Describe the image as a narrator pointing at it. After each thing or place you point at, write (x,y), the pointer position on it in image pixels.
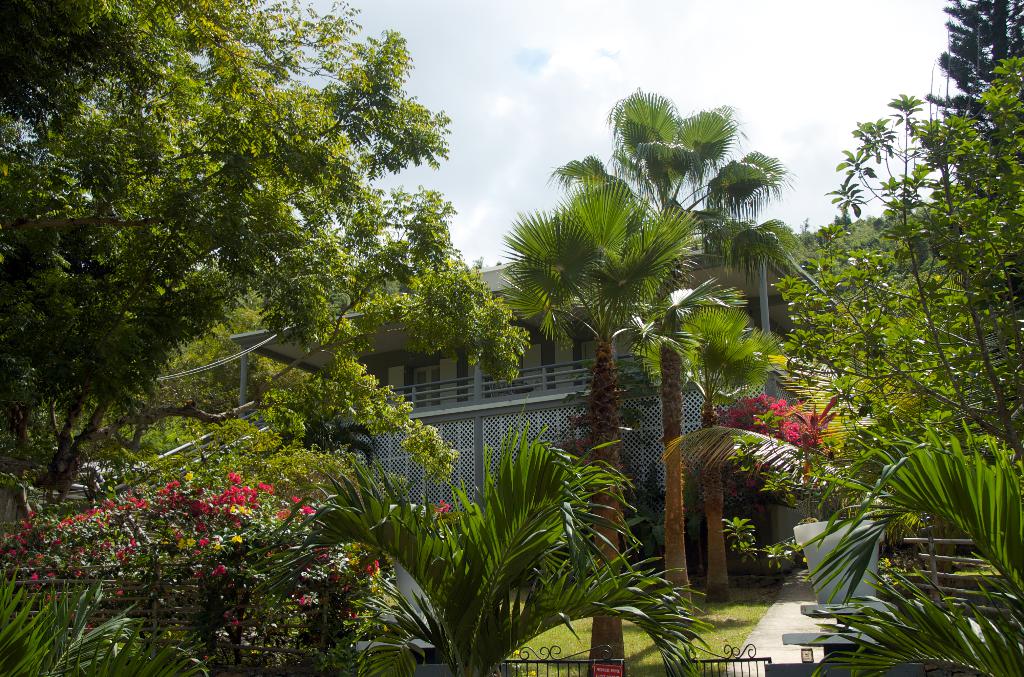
In this image we can see a house (733,278). There are trees (661,309), plants (492,575). At the bottom of the image (541,649) there is gate (730,659). At the top of the image (503,60) there is sky (579,50) and clouds (487,50).
